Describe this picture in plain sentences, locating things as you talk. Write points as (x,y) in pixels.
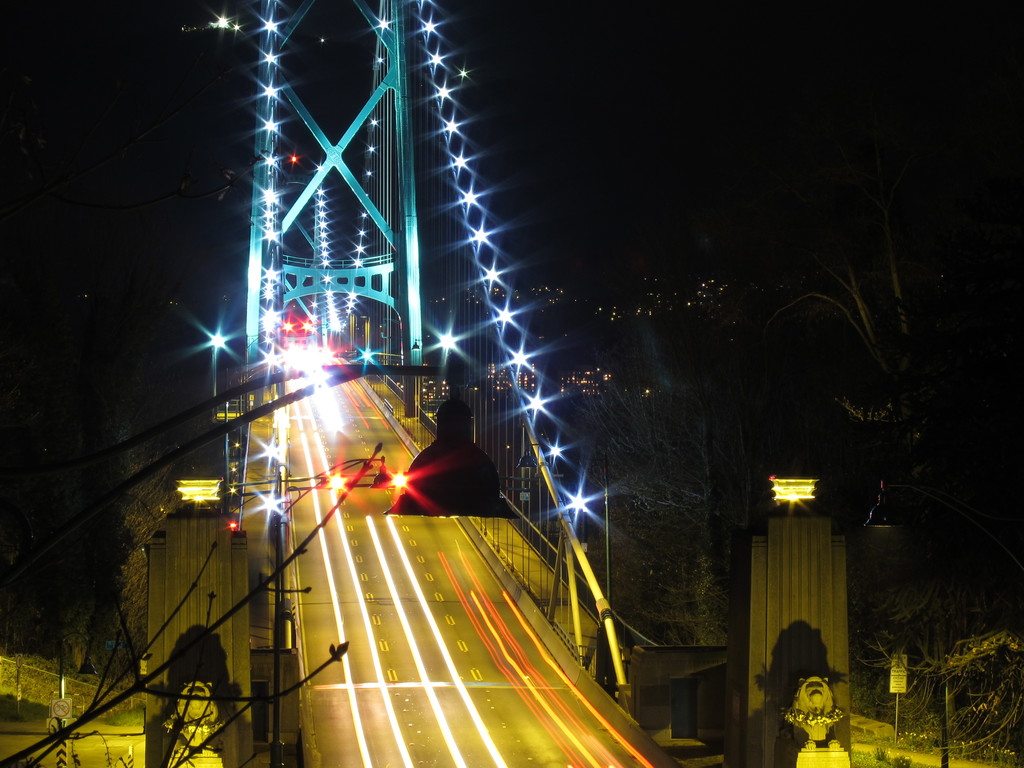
This is a night view of a city (477,509). In this image we can see there is a bridge (365,446). On the bridge (395,407) there are some lights (305,351) on it and there are some street lights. On the either sides of the bridge (476,303) there are trees (765,368) and statue (816,690). The background (617,344) is dark.
